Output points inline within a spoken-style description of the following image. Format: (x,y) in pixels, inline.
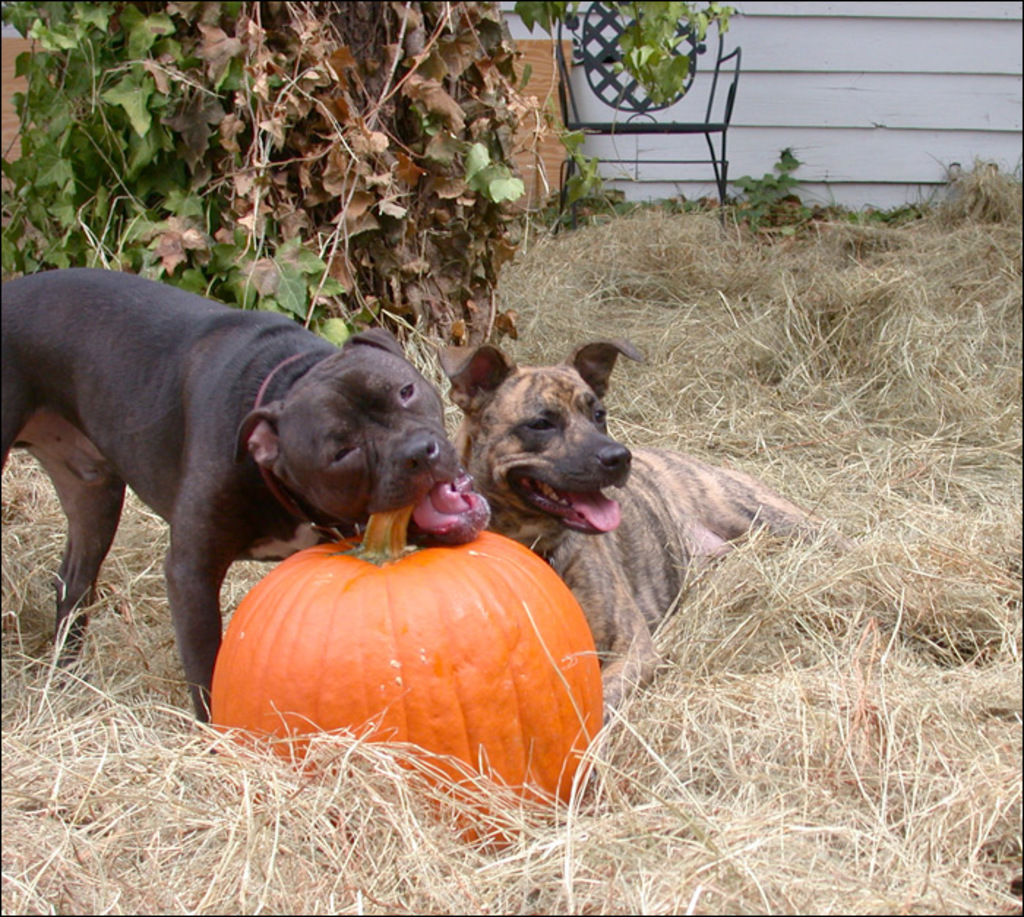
In this image we can see two dogs (503,460) on the dry grass (753,638), a dog (285,411) is biting a pumpkin (430,628), behind the dog (296,404) there is a tree (236,134), in the background (649,109) there is a chair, a wooden plank (569,65) and a wall (897,101).
